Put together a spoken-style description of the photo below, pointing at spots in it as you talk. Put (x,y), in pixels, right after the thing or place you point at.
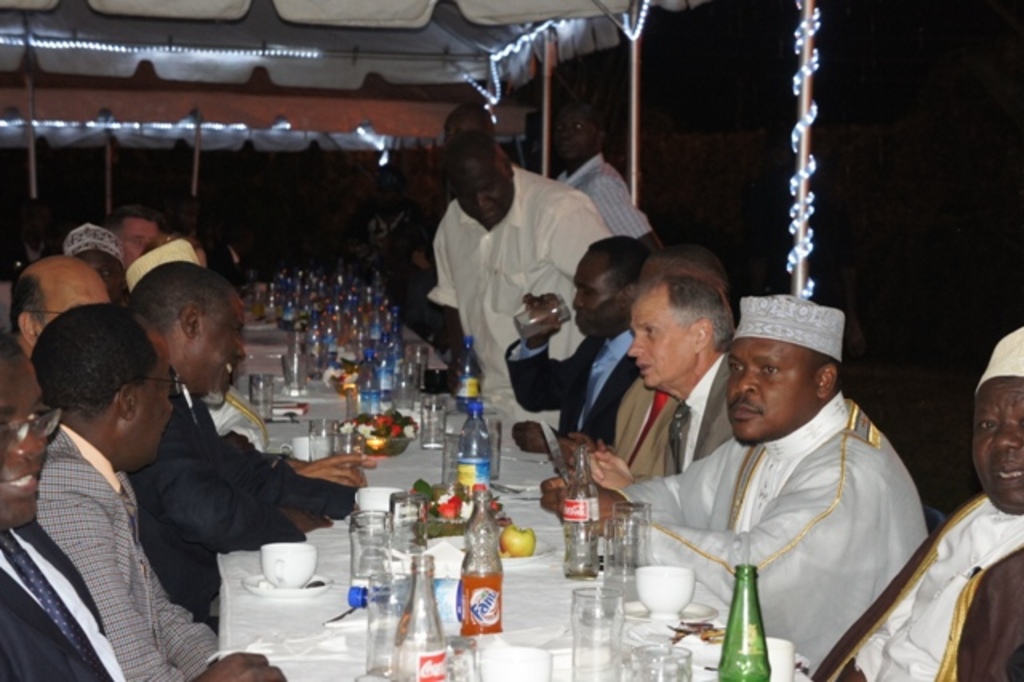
In this image, in the middle (344,411) there is a table (378,480) on that there are cups (543,651), glasses (401,543), bottles (484,588), fruits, bowls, some objects (329,376). On the right (770,393) there are people (693,427), some are sitting, some are standing. On the left (126,369) there are people (123,345). In the background (221,101) there are lights (121,123), tents (234,97), poles (637,88).
